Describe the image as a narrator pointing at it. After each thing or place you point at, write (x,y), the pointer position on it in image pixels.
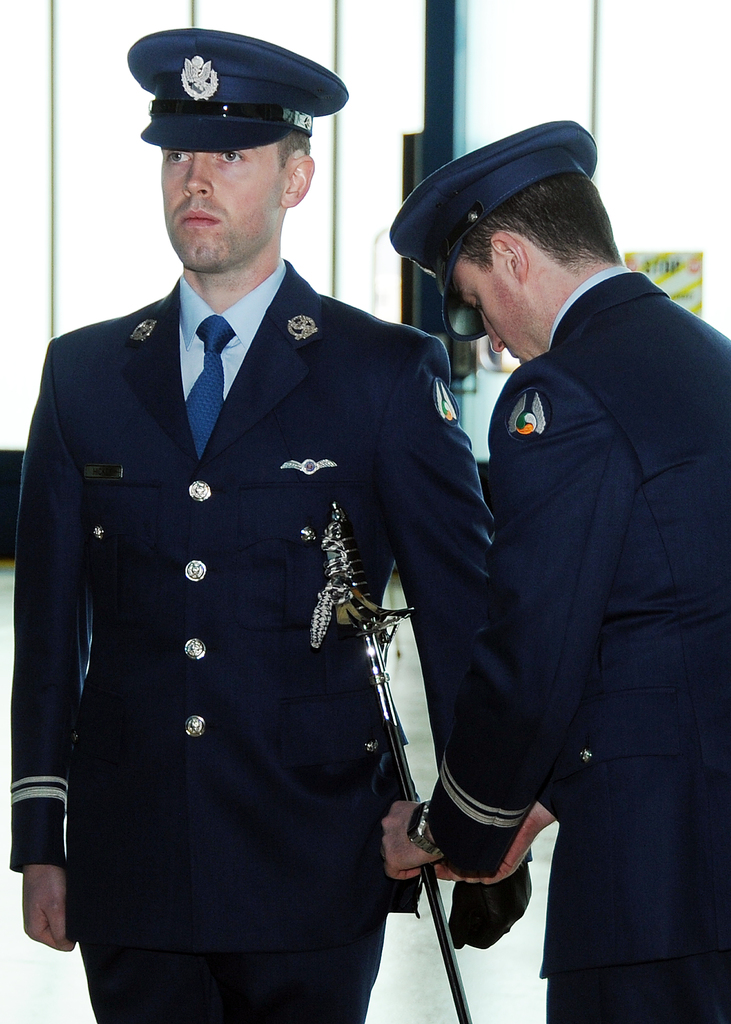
In this picture we can see two persons (382,573), among them one person (457,853) is attaching a sword (343,612) to the next person (292,645).
